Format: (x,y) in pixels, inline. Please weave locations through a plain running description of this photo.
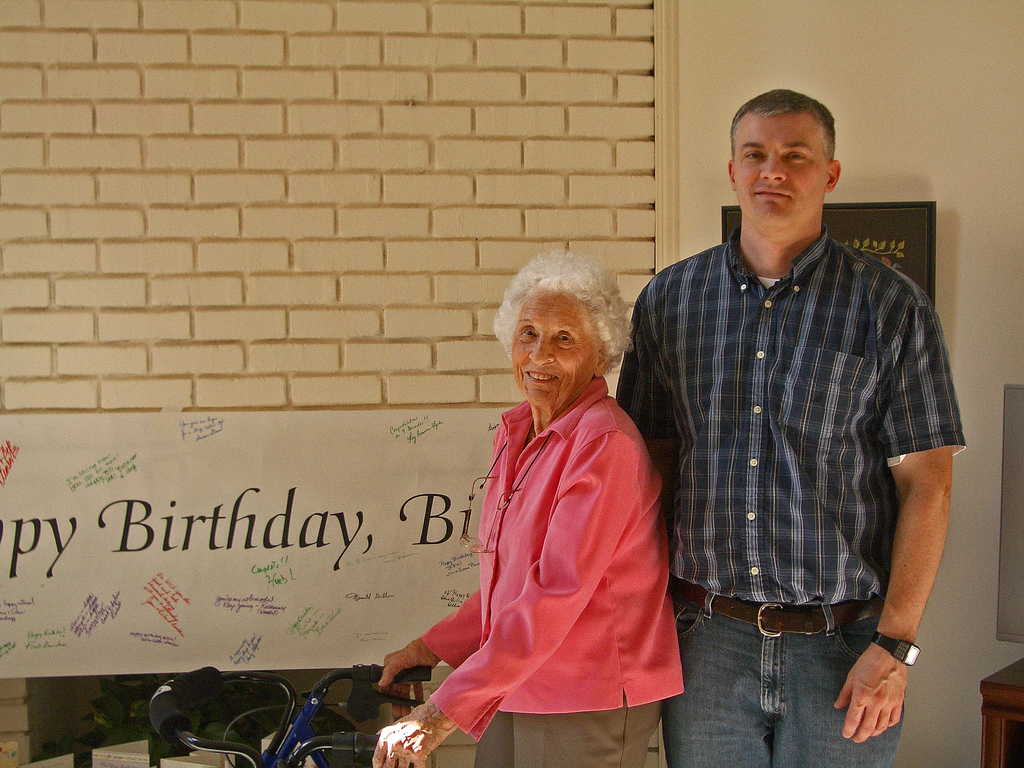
In this image we can see two persons (532,523) and among them a person (528,586) is holding an object (302,704). Behind the person (541,592) we can see a wall (707,204) and on the wall (701,186) we can see a photo frame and a banner (404,464) with text (465,570). On the right side (997,700), we can see few objects (1021,578).
